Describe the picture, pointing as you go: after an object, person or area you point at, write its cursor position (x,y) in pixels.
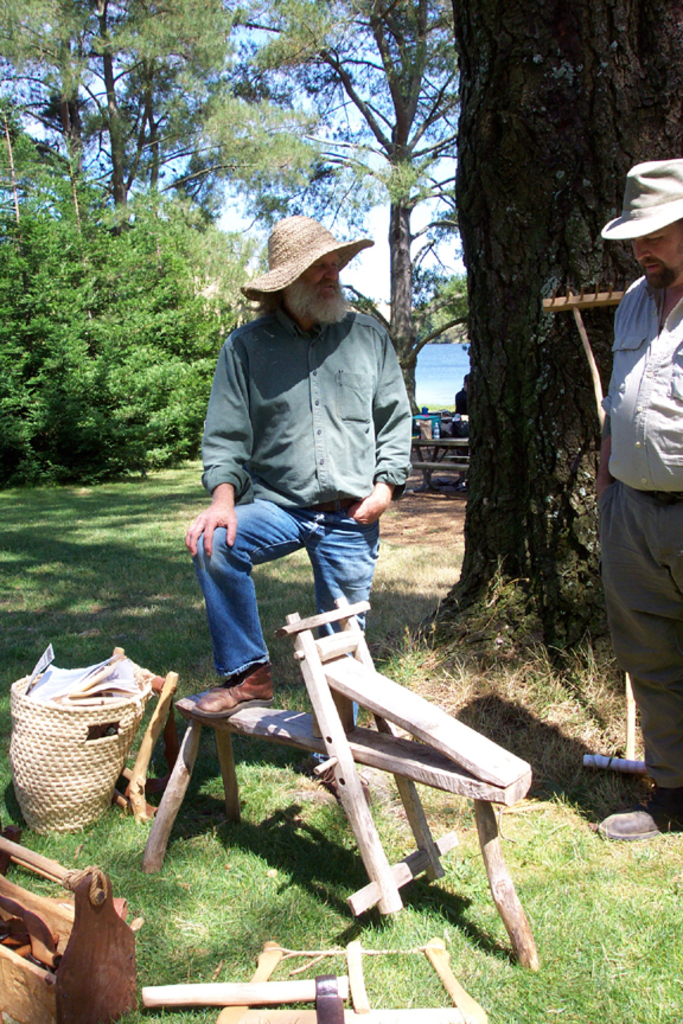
In this image I can see two people (357,489) with different color dresses (644,406). These people (606,419) with hats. In-front of these people (631,431) I can see the wooden objects (128,774), tools (51,936) and the basket (107,768) with objects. In the background (149,410) I can see many trees (180,317), water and the sky (454,239).
